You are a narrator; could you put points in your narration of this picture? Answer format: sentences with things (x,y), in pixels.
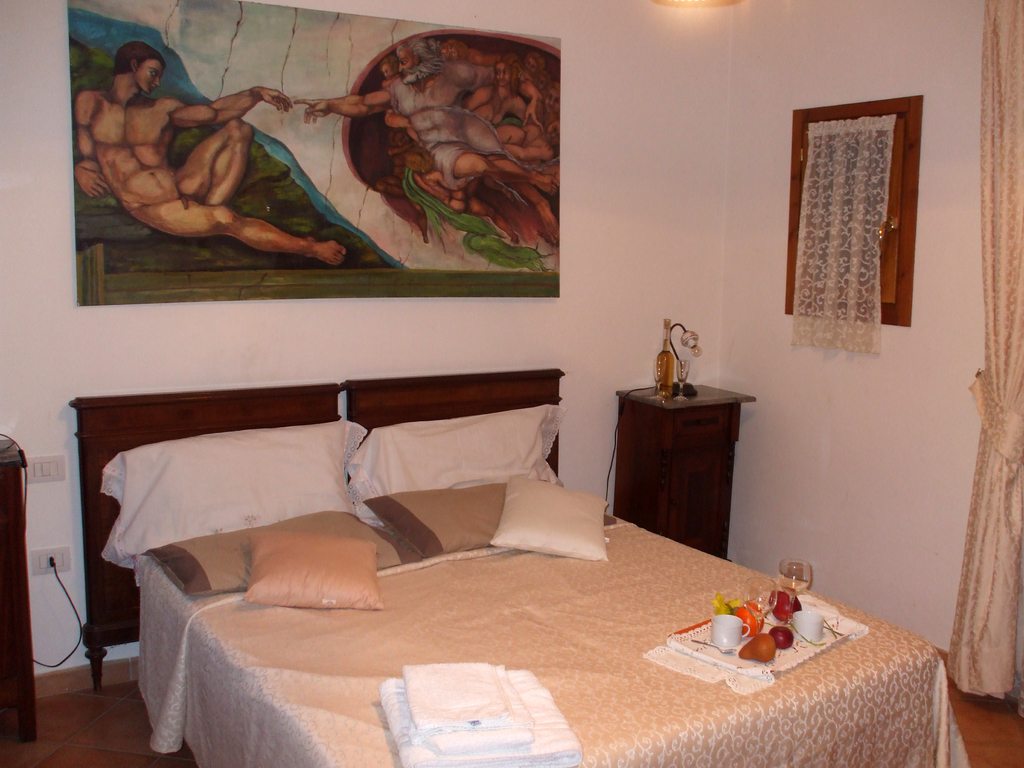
In this picture we can see a few pillows (198,563) and towels (479,685) on the bed (571,662). There are cups (727,634), glasses (796,595) and some fruits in a tray (701,639). There is a bottle (669,379), glass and a lamp (687,388) on a wooden desk (724,517). We can see white curtains (1013,333), switchboards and a painting (367,31) on the wall (102,366). We can see a light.
